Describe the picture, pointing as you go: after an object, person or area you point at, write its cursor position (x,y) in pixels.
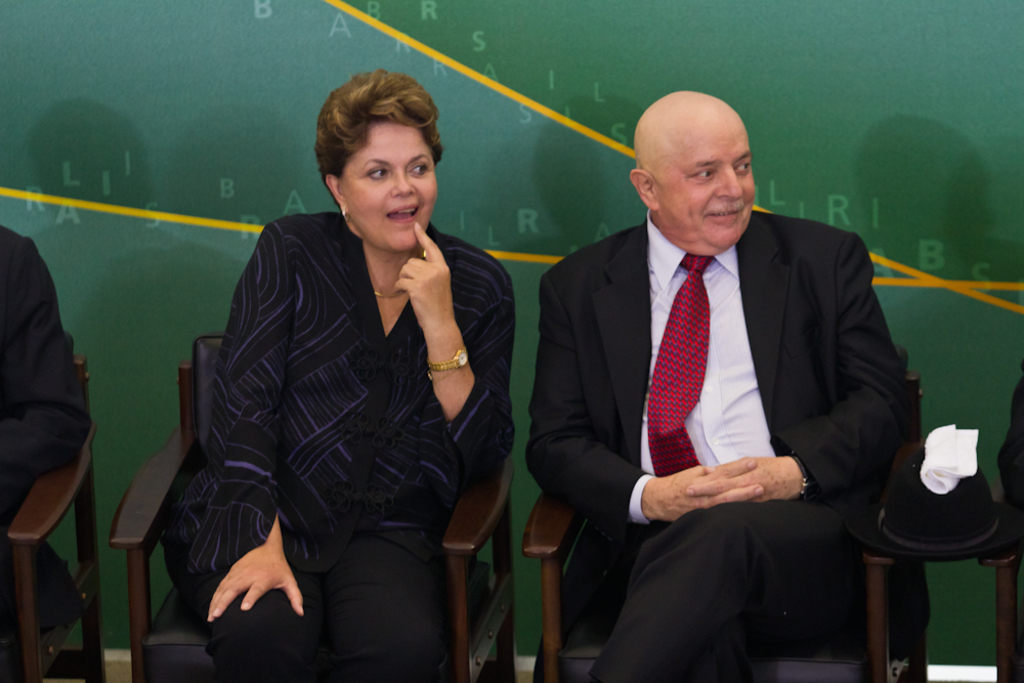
In the image we can see there are people (576,438) sitting on the chairs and there is hat (929,499) and kerchief (947,460) kept on the chair (916,562).
